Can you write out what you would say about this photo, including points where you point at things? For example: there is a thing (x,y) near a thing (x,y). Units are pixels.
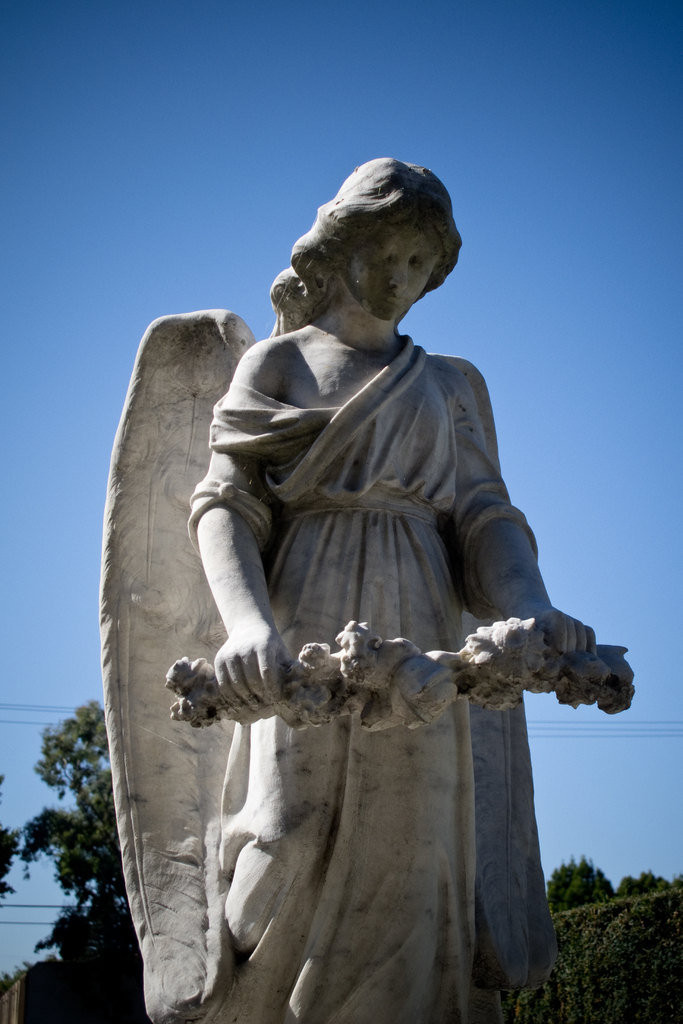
In this image I can see a statue (301,532) of a woman (303,533) with wings (162,542) holding an object (481,694) in her hands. I can see trees (85,850) behind her. I can see the sky (200,172) at the top of the image (175,165).
